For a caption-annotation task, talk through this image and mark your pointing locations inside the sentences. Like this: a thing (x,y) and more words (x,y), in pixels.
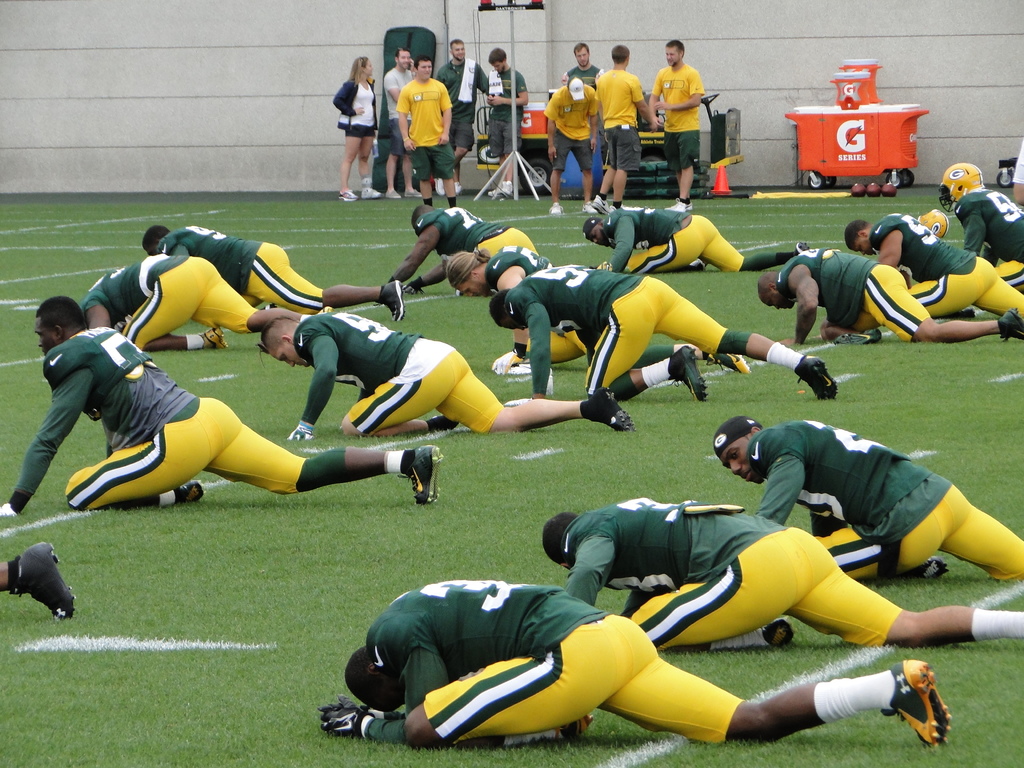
In this picture I can see number of people (563,277) who are on the pitch (103,265). In the background (674,102) I see few more people (446,157) who are standing and near to them there is a orange color container (863,138) and I see the wall (766,29) behind them.
